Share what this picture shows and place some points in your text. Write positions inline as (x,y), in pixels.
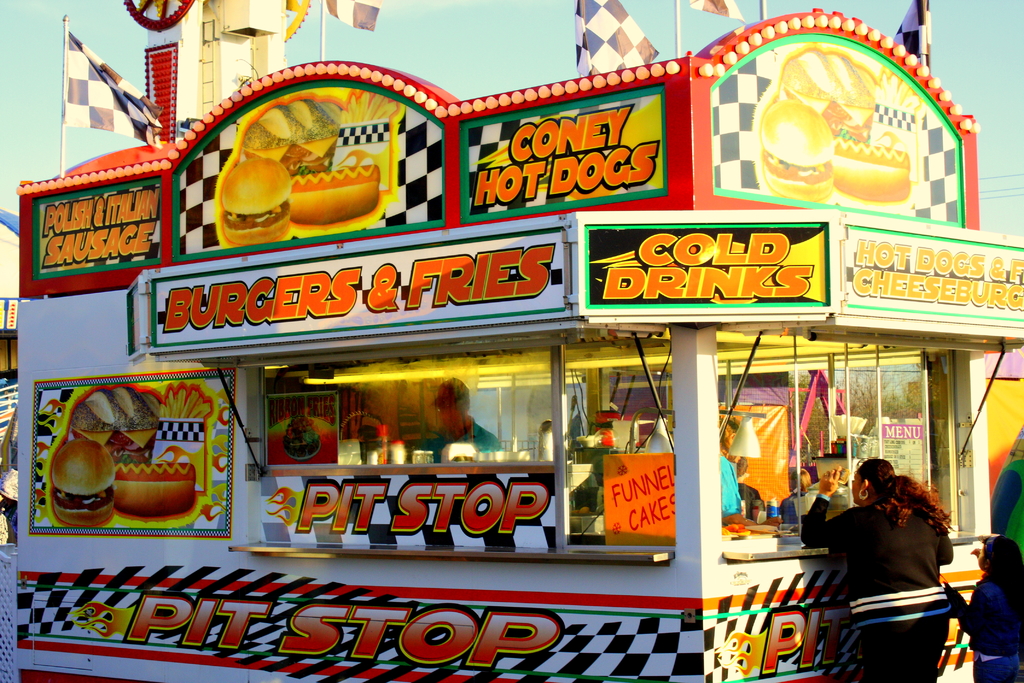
In this image in the foreground (694,563) there is one truck (508,420), and in the truck (354,472) there are some utensils (401,447) and on the right side of the image (732,505) there are some people (948,518) standing and also there are some boards (643,492). On the boards (537,540) there is text (312,511) and also we could see some poles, and on the truck (483,139) there is text (483,178) and an image (78,492) of some food items (78,492). And in the background (147,114) there are some poles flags (607,66) and tower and some objects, at the top of the image (979,80) there is sky (513,16).
